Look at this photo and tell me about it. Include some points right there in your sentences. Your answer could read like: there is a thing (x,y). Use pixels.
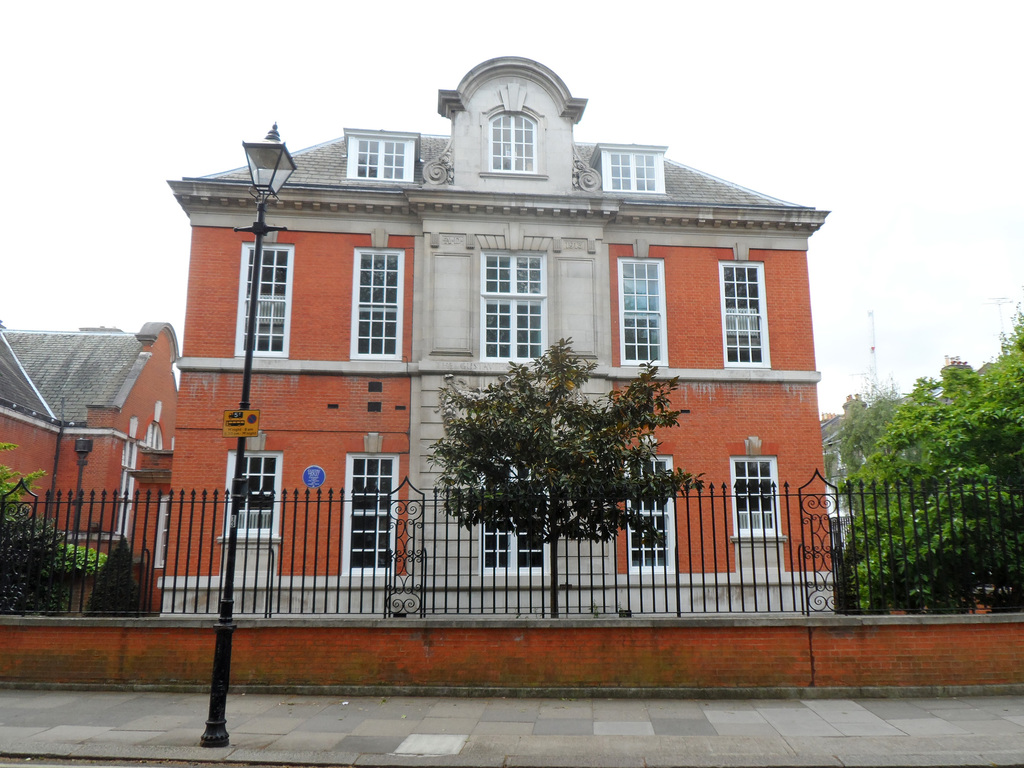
In this image, there is a pole (215,682) on the side path (276,723) on the left (228,571). Behind it, there is fencing (807,580), few trees (624,519), few buildings (308,330) and the sky (780,74).
